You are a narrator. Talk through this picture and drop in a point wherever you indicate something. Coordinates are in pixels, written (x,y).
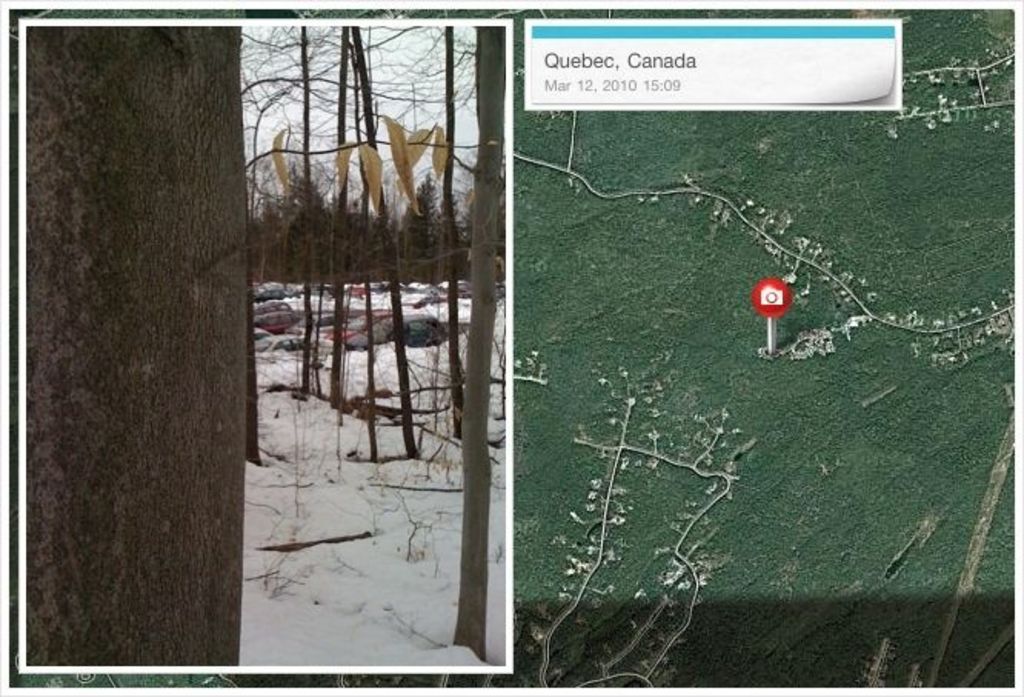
In this image I can see the collage picture and I can see the snow (279,300), few trees (298,266) and the sky (428,57) and I can also see the map (673,426).
